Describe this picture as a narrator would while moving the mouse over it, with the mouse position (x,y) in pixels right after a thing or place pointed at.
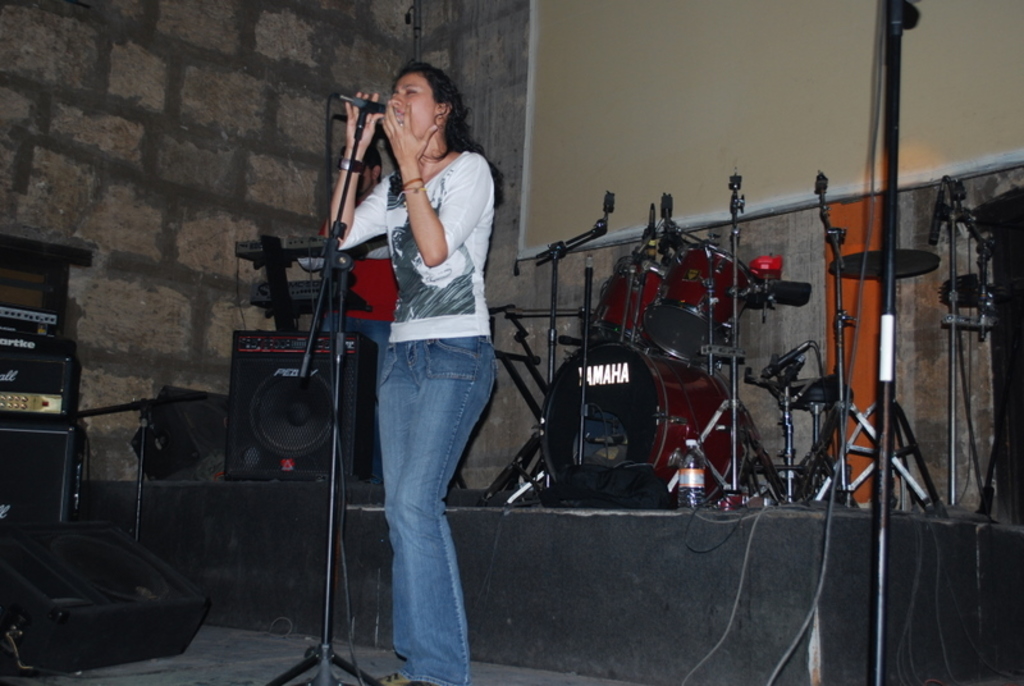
On the background (218,157) we can see a wall (209,172) with granites (158,310). This is a board (816,64). We can see musical instruments (614,382) on the platform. Near to the platform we can see one woman (471,308) standing in front of a mike (356,107) and singing.
